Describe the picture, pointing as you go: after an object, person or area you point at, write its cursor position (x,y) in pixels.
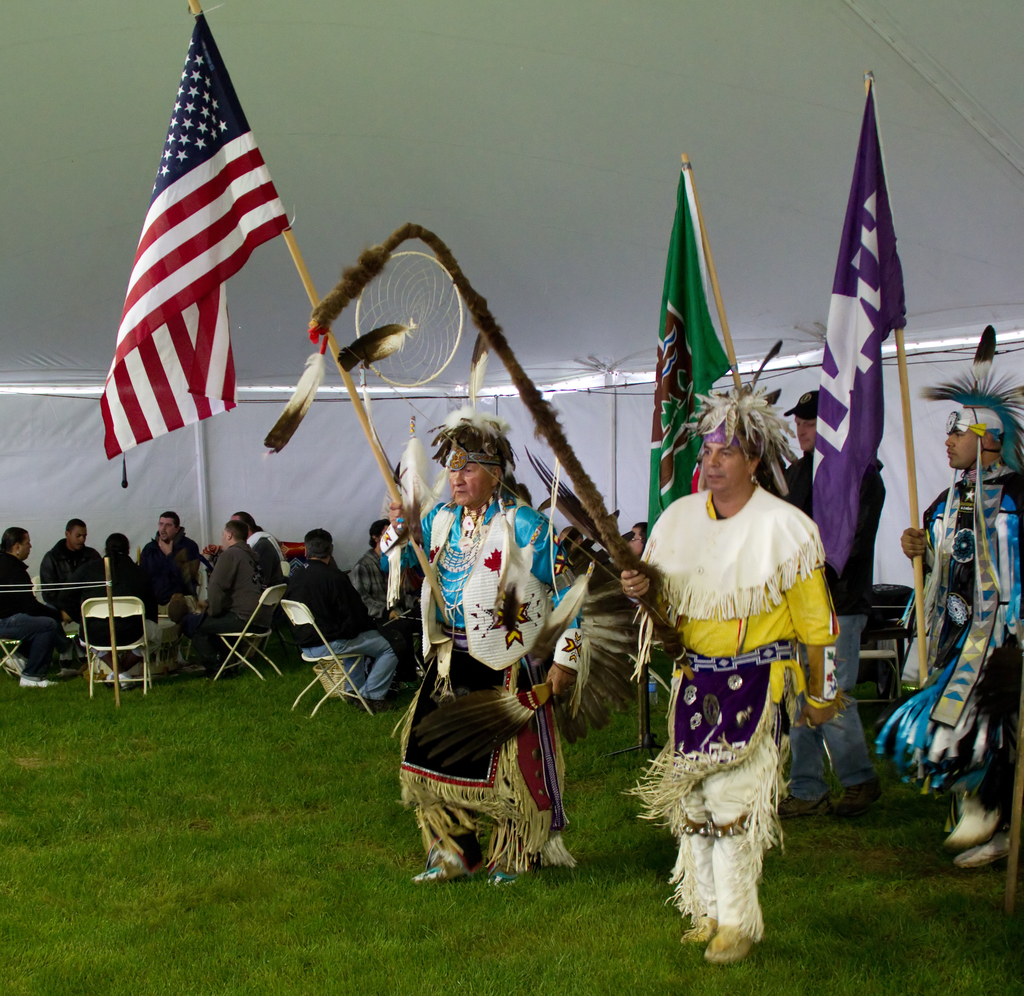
In the foreground of the picture (443,612) there are four people (808,506) and grass (404,829). The people (461,580) are holding flags (691,287). In the background (283,580) there are people (324,586) and the chairs (295,615). At the top (560,126) it is tent (607,120).
